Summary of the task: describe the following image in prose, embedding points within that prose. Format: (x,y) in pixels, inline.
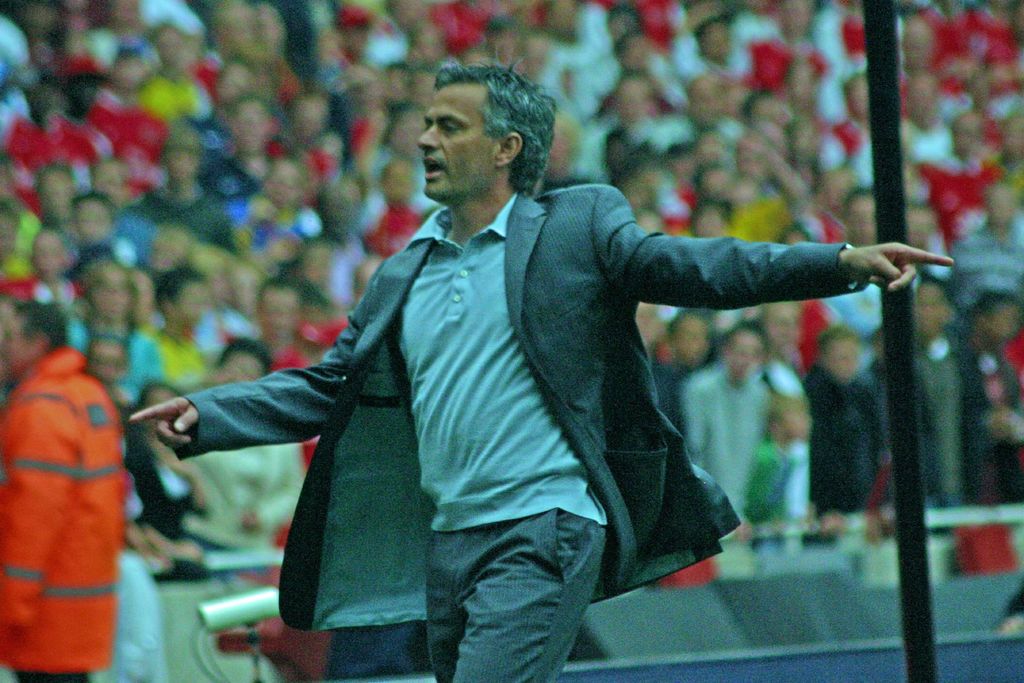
In this image a group of people (784,117) standing behind a person (423,234). A person (491,400) is walking and talking something.
